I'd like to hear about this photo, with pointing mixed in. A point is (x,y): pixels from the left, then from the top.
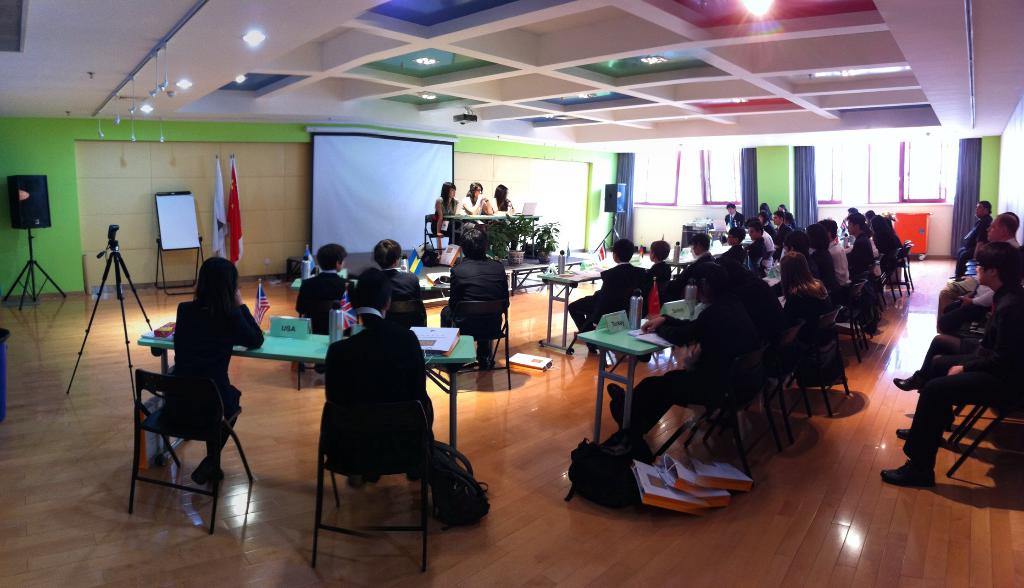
In this image I see number of people (183,313) who are sitting on chairs (425,219) and there are tables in front of them and there are few things (655,338) on it. In the background (320,147) I see the projector screen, board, a speaker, lights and the flags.
